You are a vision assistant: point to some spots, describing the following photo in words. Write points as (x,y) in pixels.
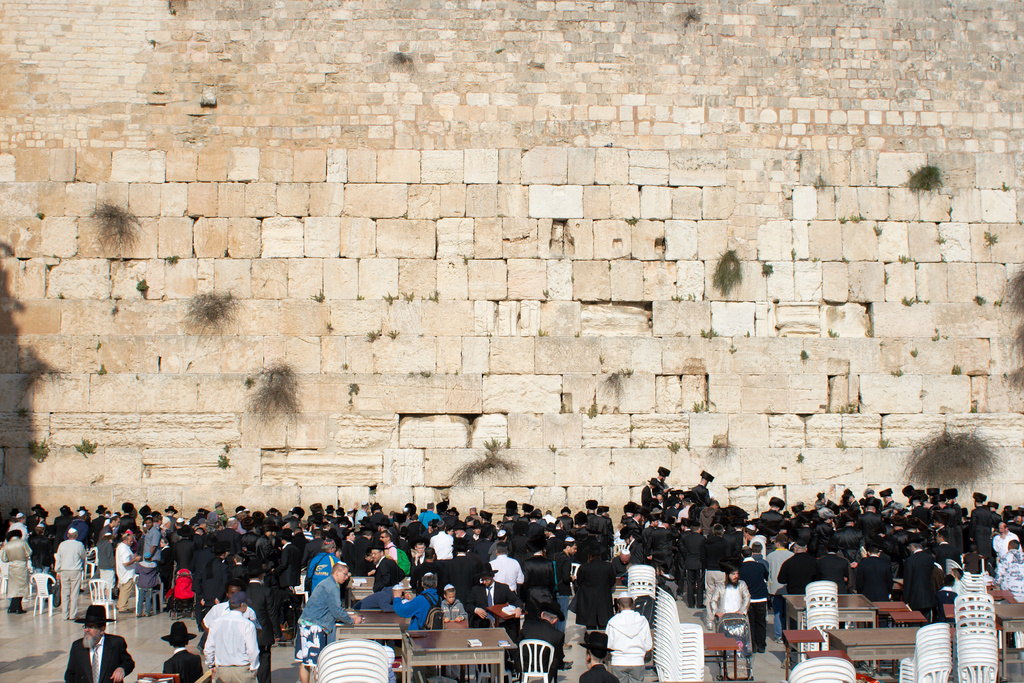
In this image we can see a group of people (437,571), there are a few chairs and tables (417,659), we can see the brick wall (771,257).
